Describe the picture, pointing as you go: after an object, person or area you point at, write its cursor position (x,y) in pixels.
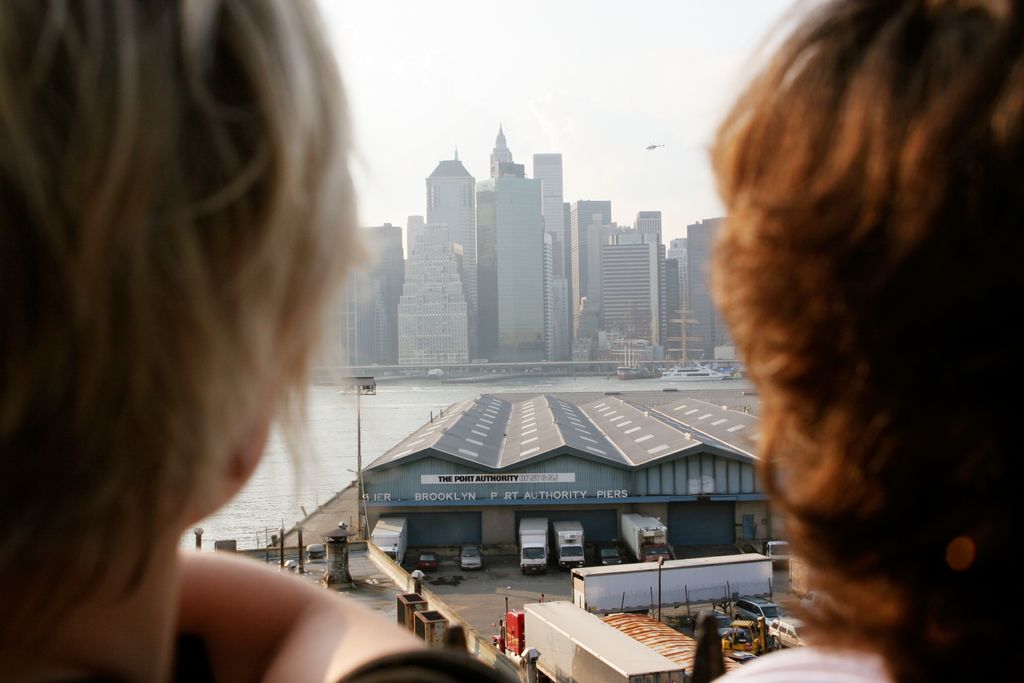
Front we can see people (920,574). Background (371,168) there are buildings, shed (470,458), vehicles (404,543), water (348,454), boats (703,374), poles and sky (494,66).
